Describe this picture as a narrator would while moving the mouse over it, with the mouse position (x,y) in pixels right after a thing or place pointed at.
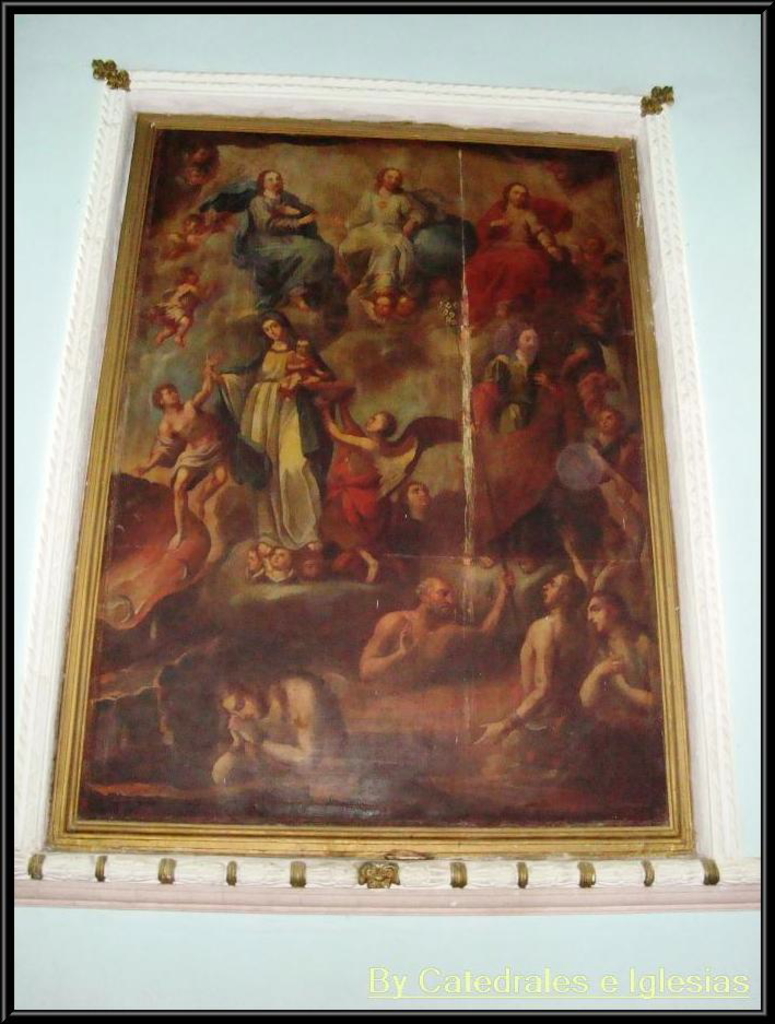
In the center of the image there is a wall (97,240). On the wall (434,962), we can see one photo frame (395,485). On the photo frame (405,585), we can see a few people (456,614). In the bottom of the image (386,979), we can see some text (424,984). And we can see the black color border (257,1016) around the image.
